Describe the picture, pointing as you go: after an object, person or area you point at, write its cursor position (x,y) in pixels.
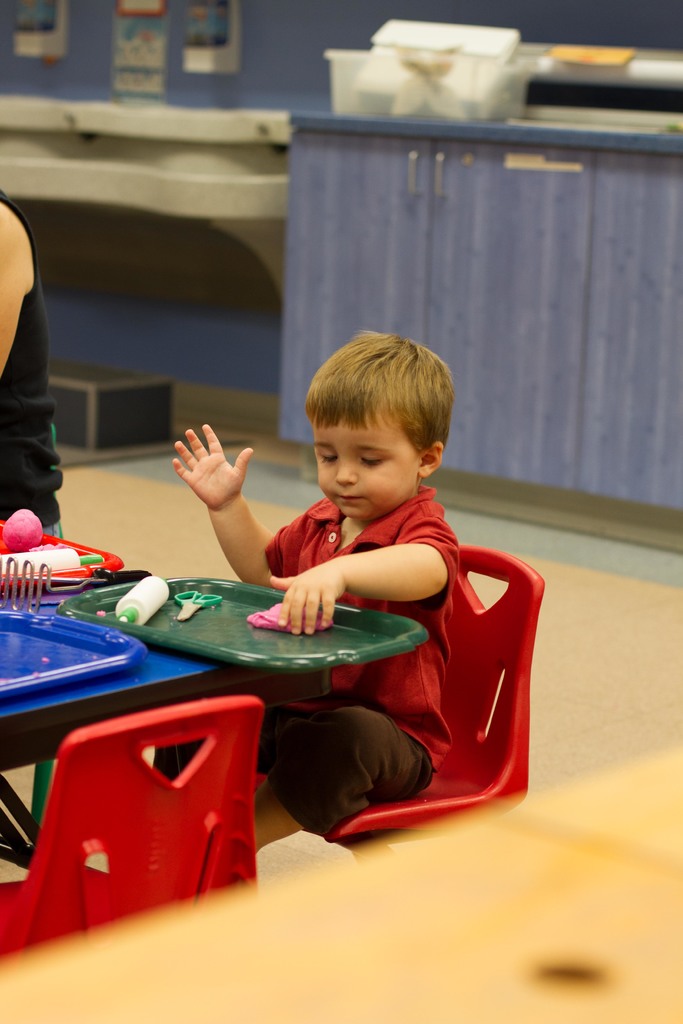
In this image we can see a kid (325,436), chairs (464,591), table (68,729), scissors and other objects (45,686). In the background of the image (403,299) there are cupboards (417,245), wall (126,322) and other objects (390,74). On the left side of the image (22,213) it looks like a person (5,314). At the bottom of the image (392,861) there is an object (532,857).
